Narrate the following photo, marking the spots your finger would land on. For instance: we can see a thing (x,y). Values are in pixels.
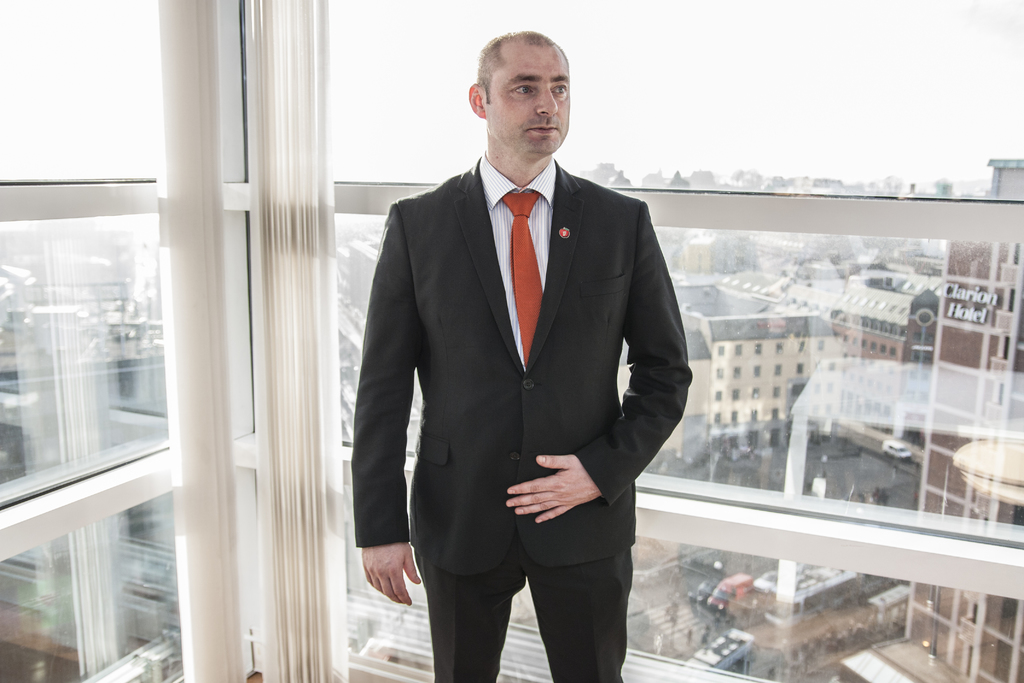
In this image there is a person (507,234) standing, and in the background (19,97) there are buildings (999,246), trees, vehicles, sky (858,37).
